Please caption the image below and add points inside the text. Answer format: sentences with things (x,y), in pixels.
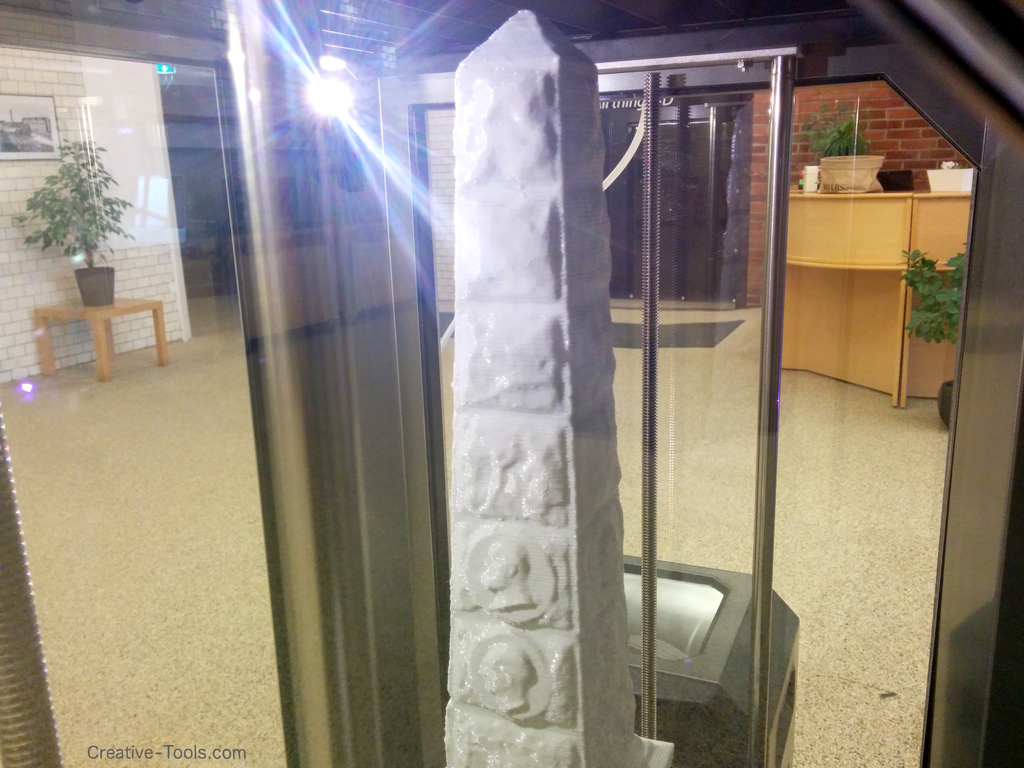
In this image there is a rock (471,602) having few sculptures (533,606), which is kept on a glass box (760,305). Right side (861,163) there is a desk (830,295) having a bag (826,165) and few objects (815,171) on it. Behind there is a plant (823,137). Left side (105,303) there is a table (95,317) having a pot (102,287) with a plant (89,230). A picture frame (39,156) is attached to the wall (95,141). Behind the glass box (713,724) there is an object (711,668) on the floor (823,659).
